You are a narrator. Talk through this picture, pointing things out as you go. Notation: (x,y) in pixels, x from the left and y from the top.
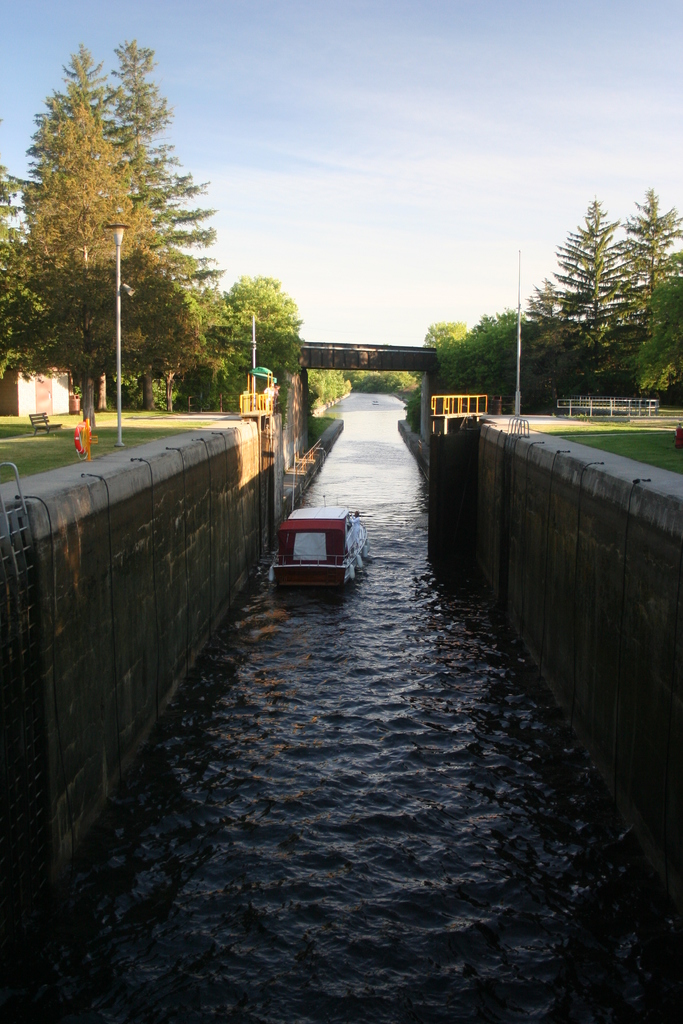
In this image I can see a boat (342,568) and water (443,719). Both-side I can see trees (287,355), benches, light-poles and a bridge (338,362). The sky (307,138) is in blue and white color.
